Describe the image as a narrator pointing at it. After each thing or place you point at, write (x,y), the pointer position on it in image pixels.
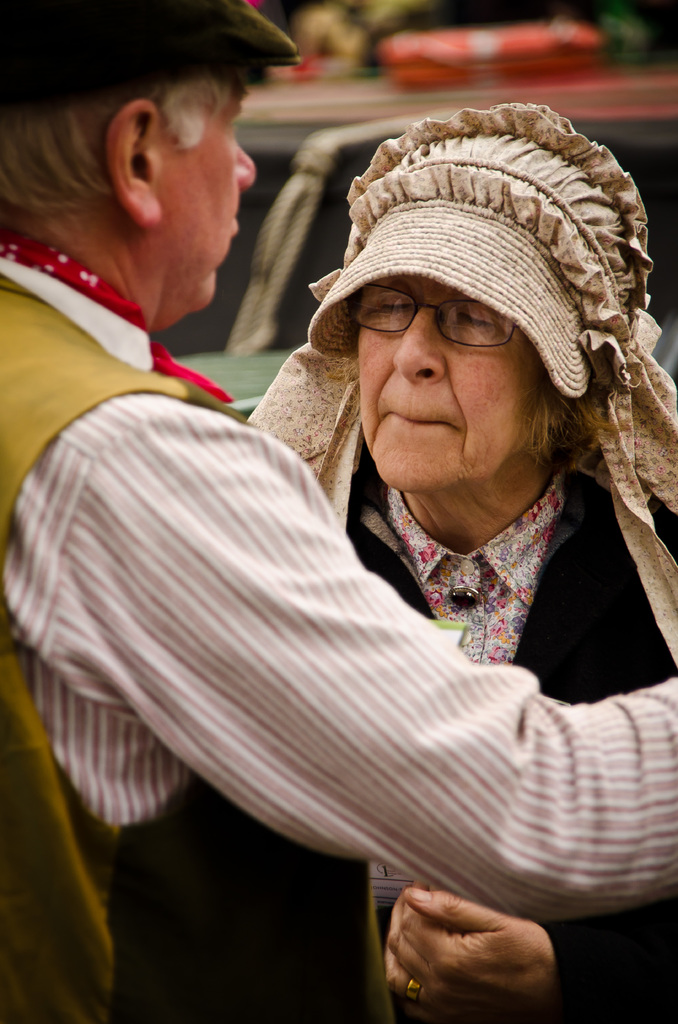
This image consists of two persons (282,465). On the left (95,481), we can see a person (142,442) wearing a cap (115,26) and a jacket (196,864). On the right (614,307), the woman (606,293) is wearing a headgear (510,296). In the background (242,292), it looks like a vehicle (620,90). And the background (340,11) is blurred.
